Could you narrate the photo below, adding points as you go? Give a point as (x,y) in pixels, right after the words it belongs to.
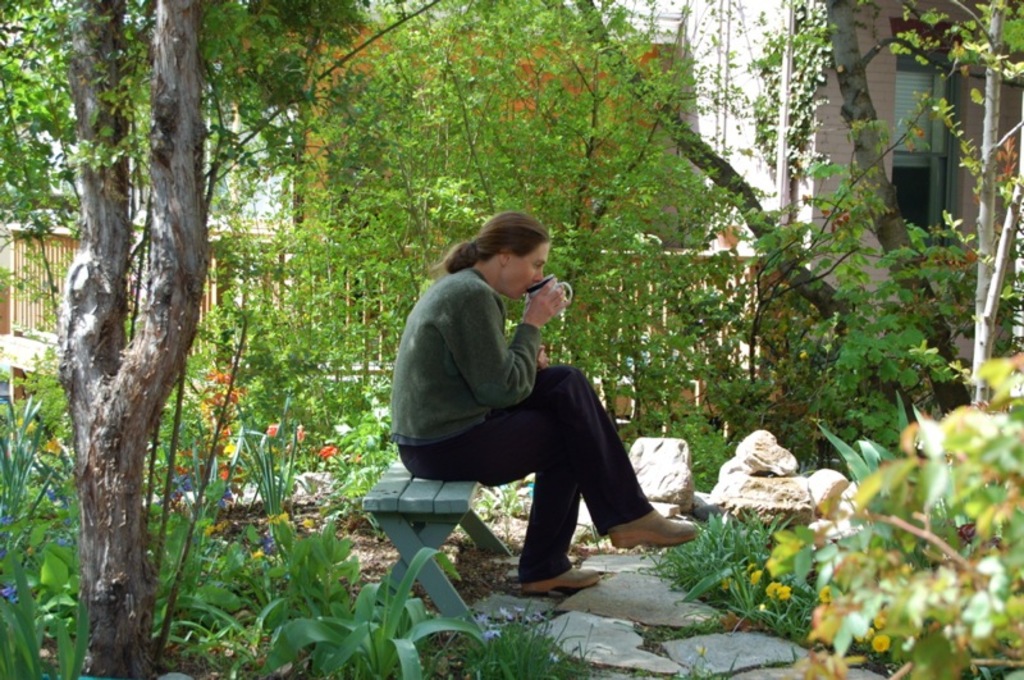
In this image I can see the person (475,333) is holding the cup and sitting on the bench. Back I can see few trees (344,168), building (744,65), fencing (34,269) and few stones (672,483).
